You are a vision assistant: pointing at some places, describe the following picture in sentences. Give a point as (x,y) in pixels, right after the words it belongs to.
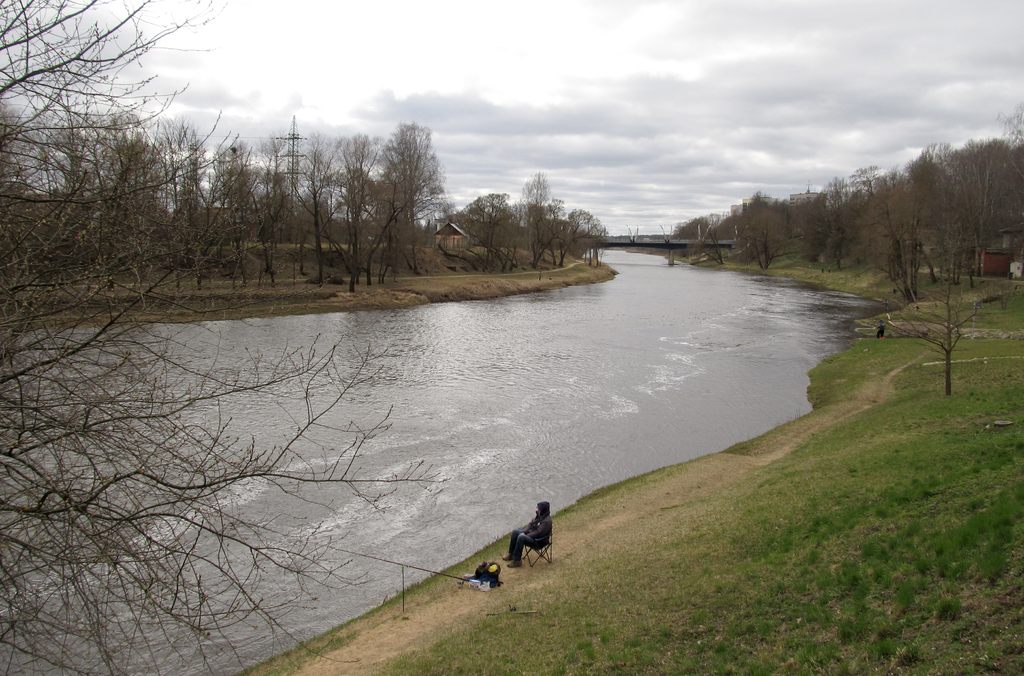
This image is clicked outside. There are trees (209,255) in the middle (368,240). There is water (365,393) in the middle (552,373). There is a person (534,520) at the bottom (519,557). There is sky (251,97) at the top (799,146).
